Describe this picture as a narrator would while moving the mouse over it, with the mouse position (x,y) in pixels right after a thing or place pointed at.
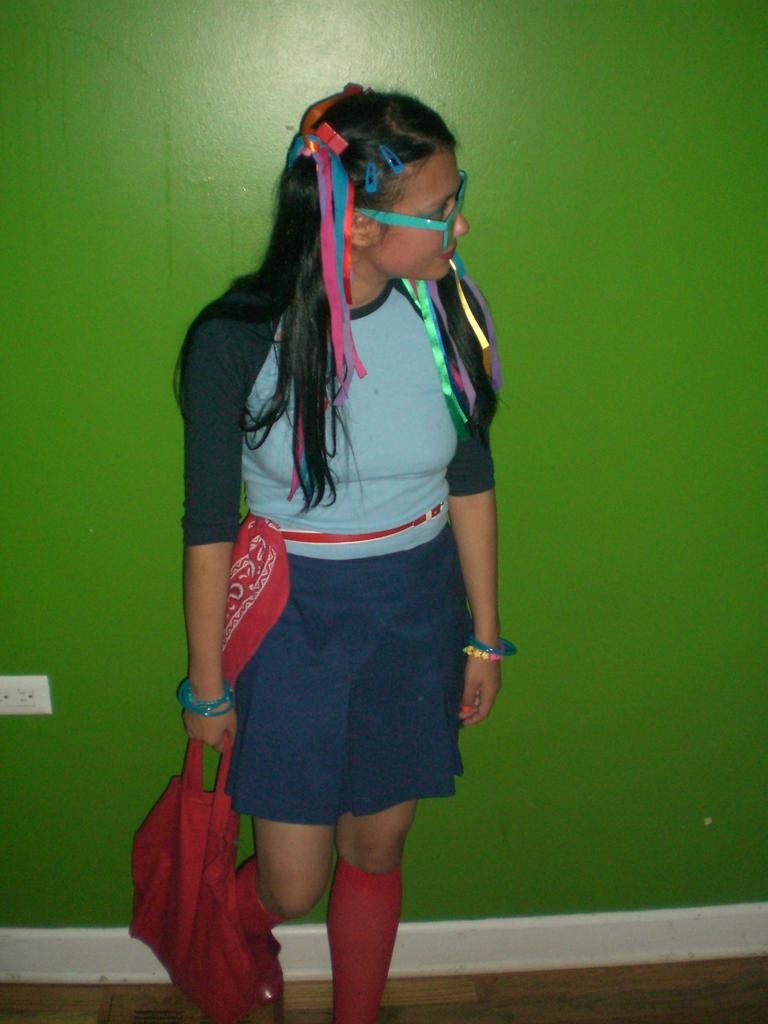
In the center of the image (409,343) there is a woman (252,347) standing on the floor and holding bag (192,837). In the background (168,548) there is wall (135,615).
